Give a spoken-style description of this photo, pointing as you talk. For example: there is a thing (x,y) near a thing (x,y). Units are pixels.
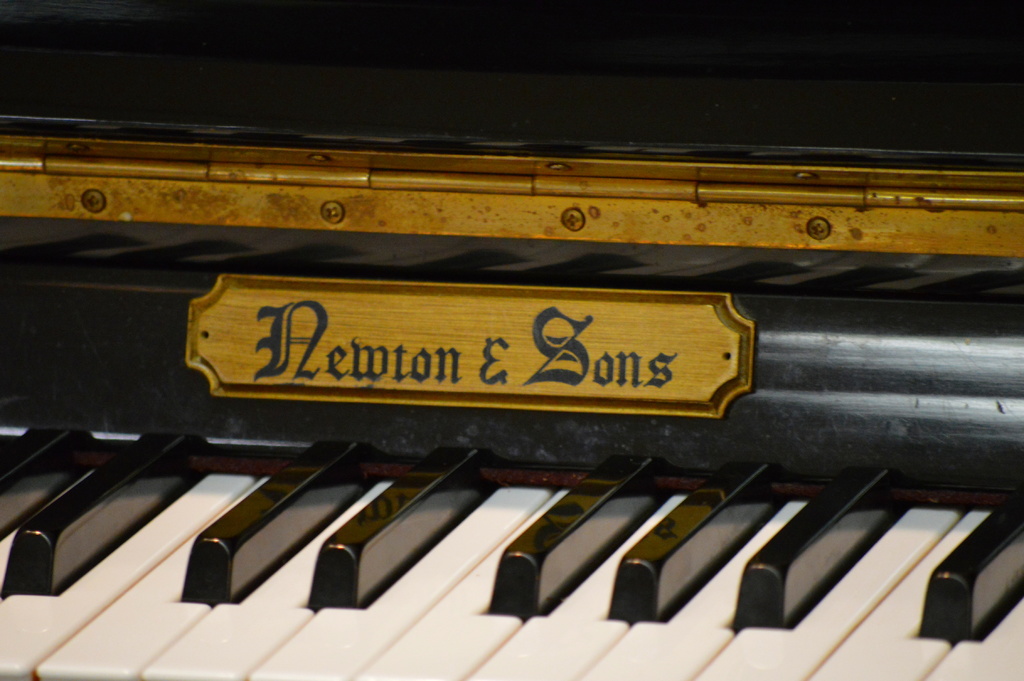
In this image I see a piano (545,134).
